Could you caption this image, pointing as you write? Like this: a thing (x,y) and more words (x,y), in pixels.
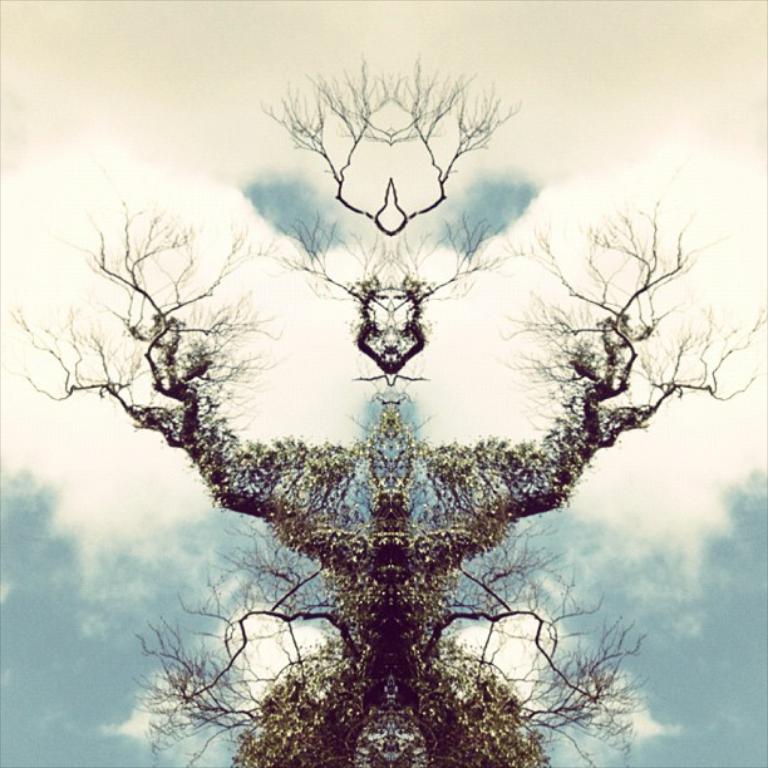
Here we can see tree (288,522) and sky (268,420) with clouds (85,369).
